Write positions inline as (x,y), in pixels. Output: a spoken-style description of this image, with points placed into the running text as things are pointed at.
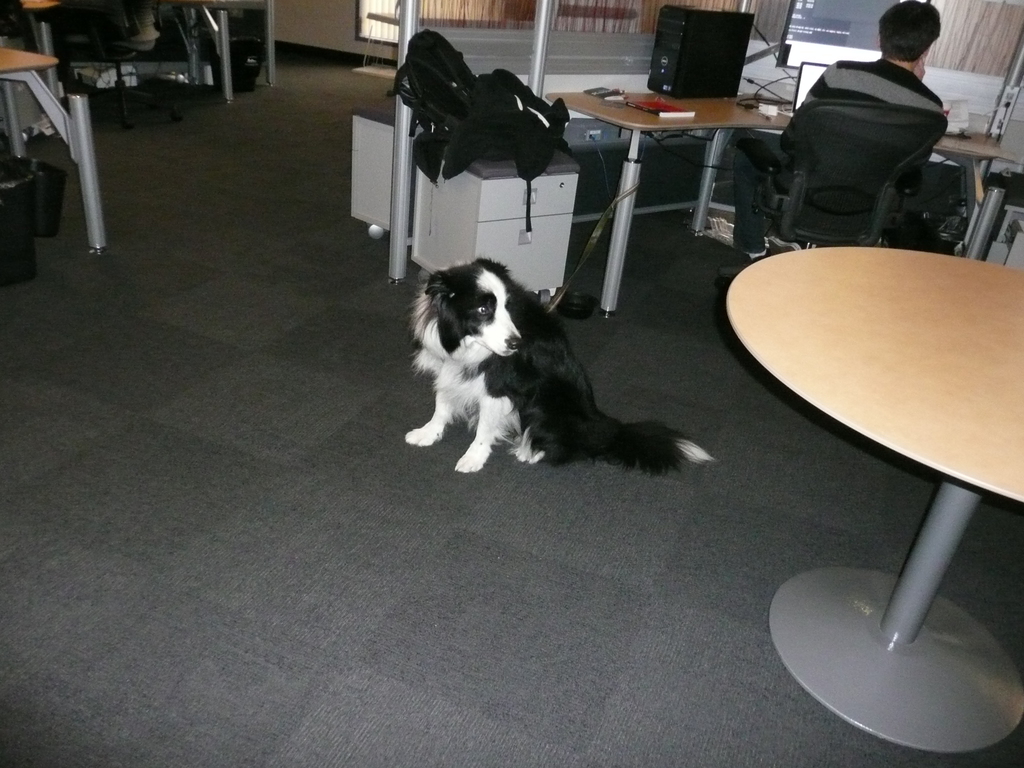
In this picture we can see dog (511,341) and aside to this dog (471,303) there is table (761,312) and at back of this we have table (589,102) and on table (643,116) there is book (652,104), CPU (716,59), monitor (798,56) and person (873,64) sitting on chair (867,219) and here it is a wall (316,20), floor (218,172).
